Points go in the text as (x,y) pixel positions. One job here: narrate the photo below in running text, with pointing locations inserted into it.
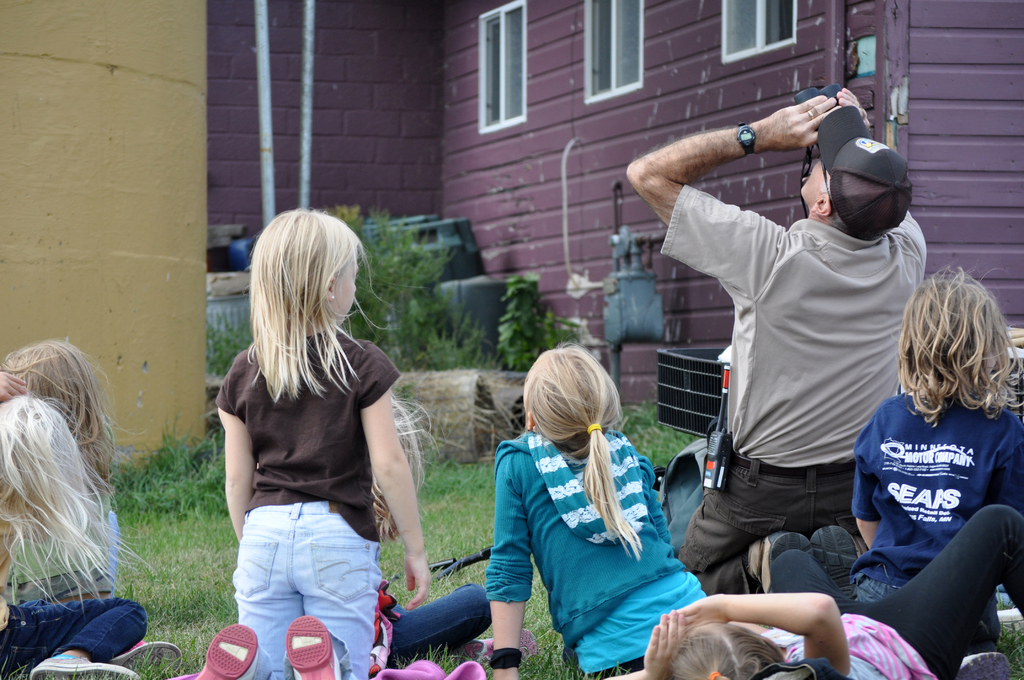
In this image I can see grass ground (183,510) and on it I can see number of girls (84,569) and a man (855,369). I can see he is wearing a cap (830,154), a watch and I can also see he is holding a binocular (827,93). I can also see a walkie talkie (725,478) on his waist (730,469). In the background (364,95) I can see a building (418,126), two poles (306,141), three windows (523,54), plants (429,315) and other stuffs (246,316).
